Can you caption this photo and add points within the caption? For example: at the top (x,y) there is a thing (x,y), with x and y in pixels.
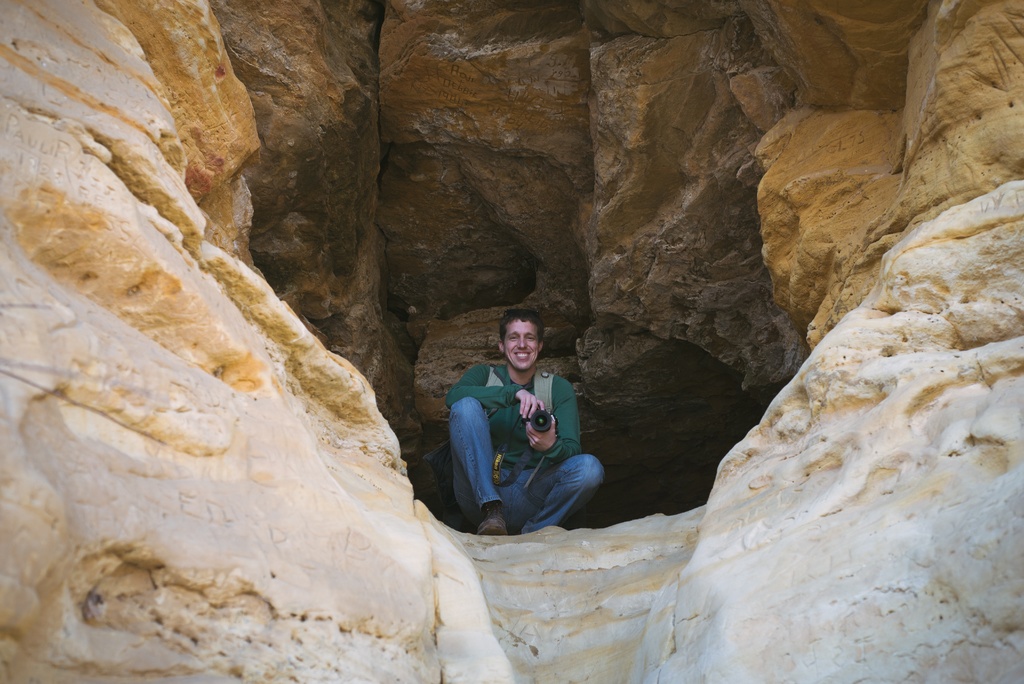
In the foreground of this image (524,471), there is a man (559,422) squatting and holding a camera (546,412) in a cave like structure (167,551).
